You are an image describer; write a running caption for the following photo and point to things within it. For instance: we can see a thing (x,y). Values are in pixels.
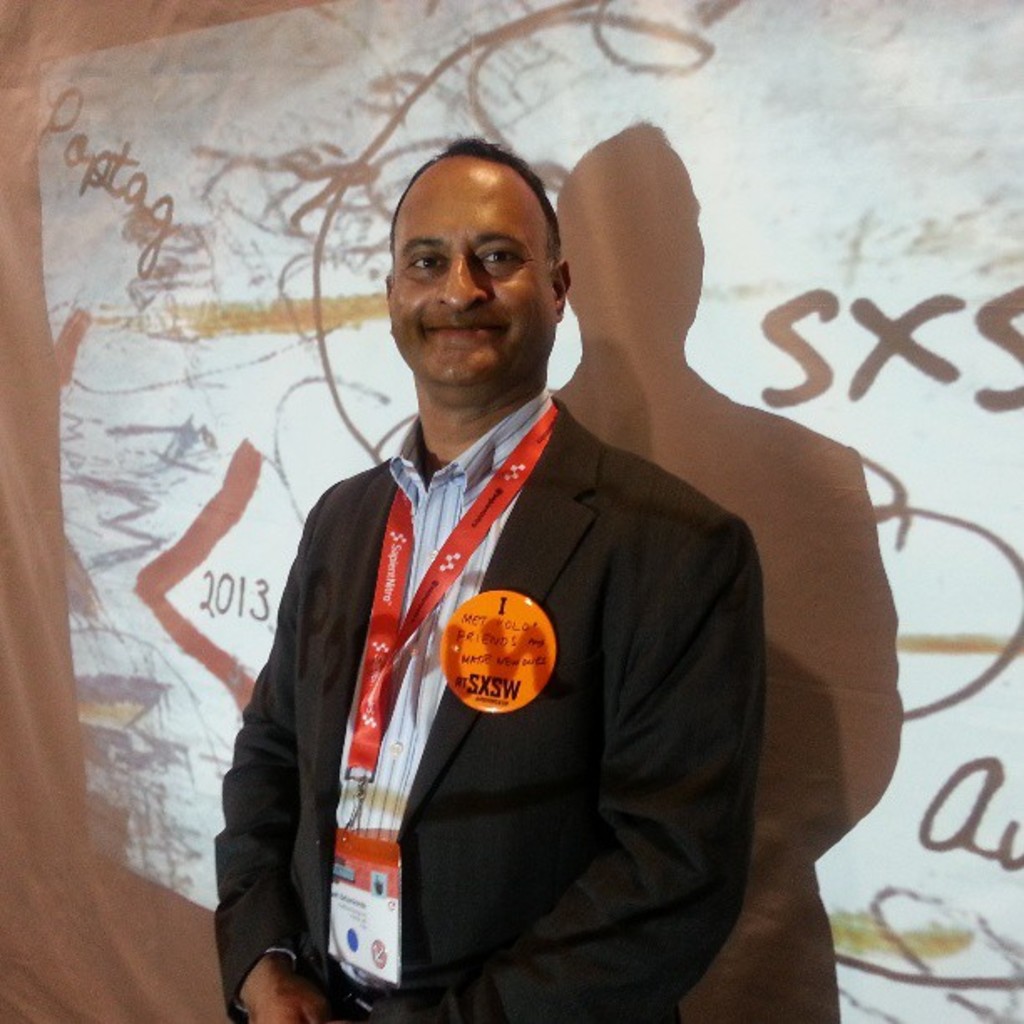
In this image, we can see a person (675,610) in front of the screen (689,54). This person (659,523) is wearing clothes (481,922).
